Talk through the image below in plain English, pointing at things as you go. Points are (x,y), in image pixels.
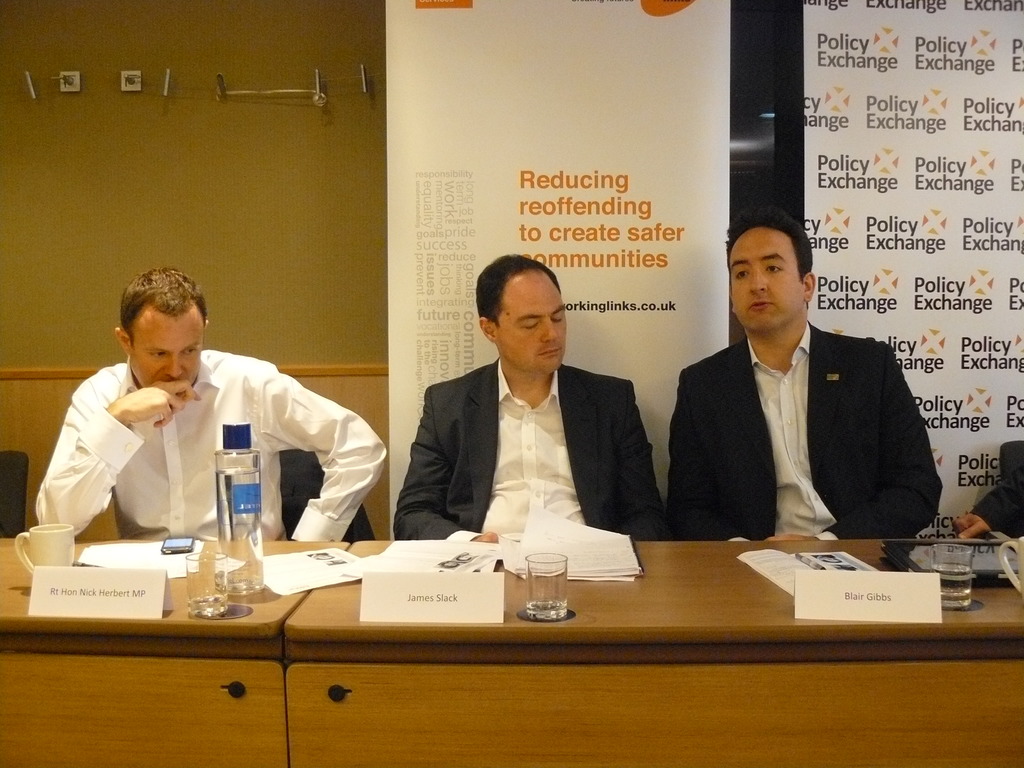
In this image I can see the group of people (508,445) with white and black color dresses (618,424). In-front of these people (592,435) I can see the table (612,603). On the table (579,588) I can see the papers (420,564), cups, bottle (240,562), glasses (556,607), boards (415,585), mobile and few more objects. In the background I can see the banner (594,194) and the wall (167,242).
